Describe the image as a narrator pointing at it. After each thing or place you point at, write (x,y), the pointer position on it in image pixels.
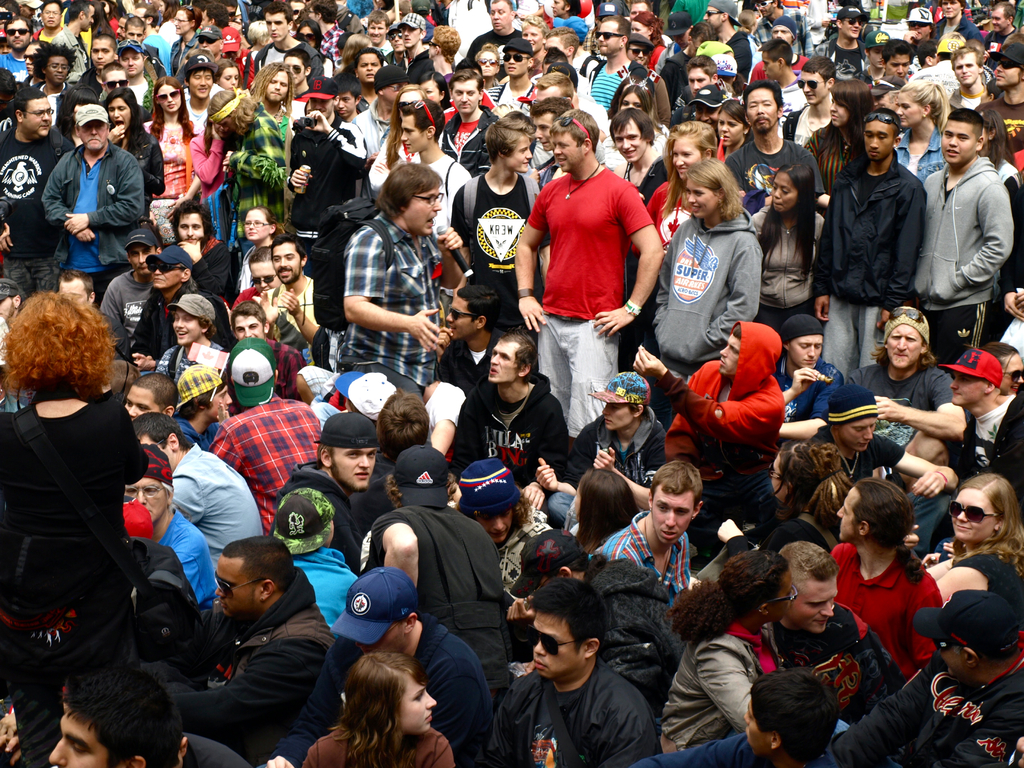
In this image a group of persons (577,266) standing as we can see on the top of this image (501,138) and there is a group of persons (160,502) sitting on the bottom of this image (549,624).
